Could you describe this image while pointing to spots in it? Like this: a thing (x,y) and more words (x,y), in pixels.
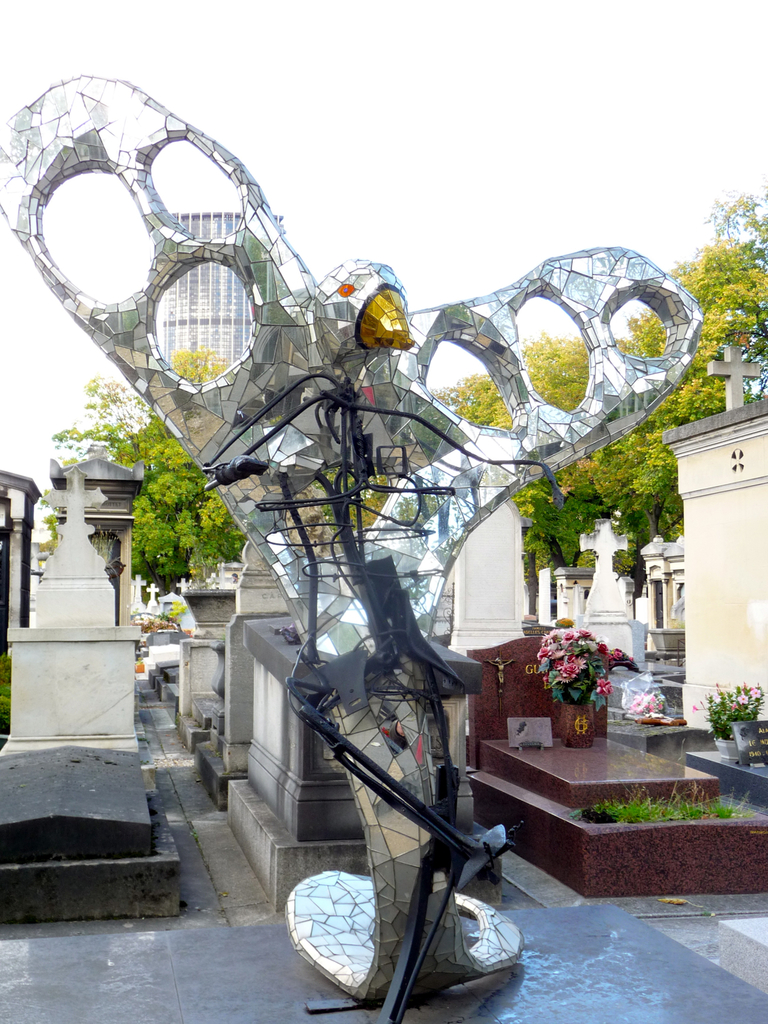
In this image we can see a statue (310,884). In the back (129,727) there are graves (78,660). Also there are trees (559,525). And there is a flowering plant (562,695). On the right side (740,387) we can see cross (731,397). In the background (298,234) there is building (210,276) and sky (222,14).
